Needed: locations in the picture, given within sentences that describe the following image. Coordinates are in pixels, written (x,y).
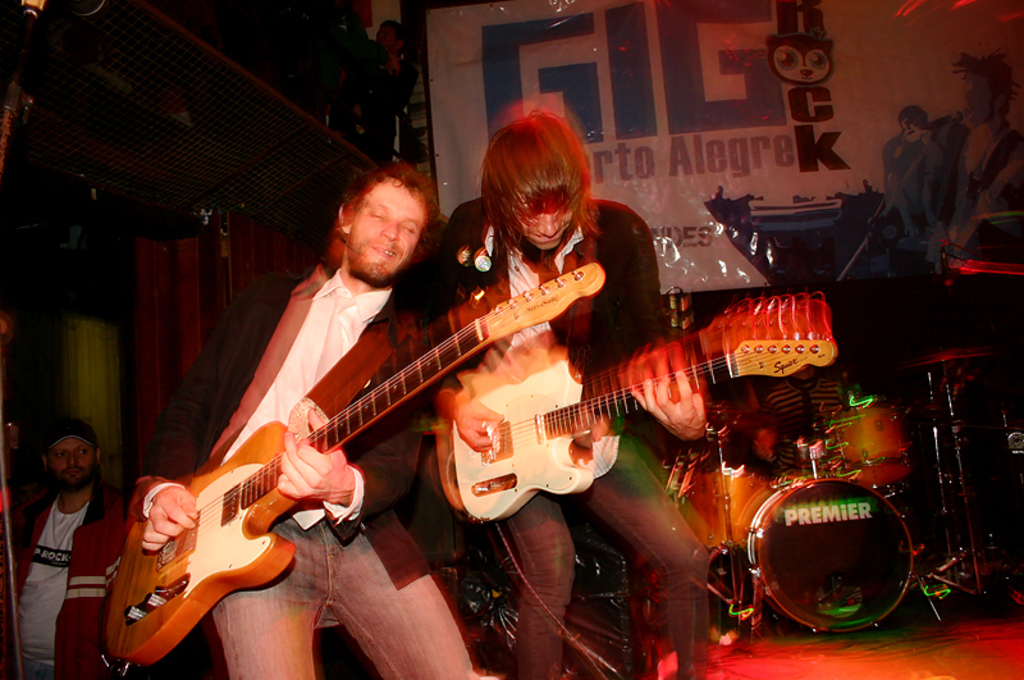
There are two men (379,431) playing guitar (499,490). Behind them there are people (56,573) and musical instruments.
